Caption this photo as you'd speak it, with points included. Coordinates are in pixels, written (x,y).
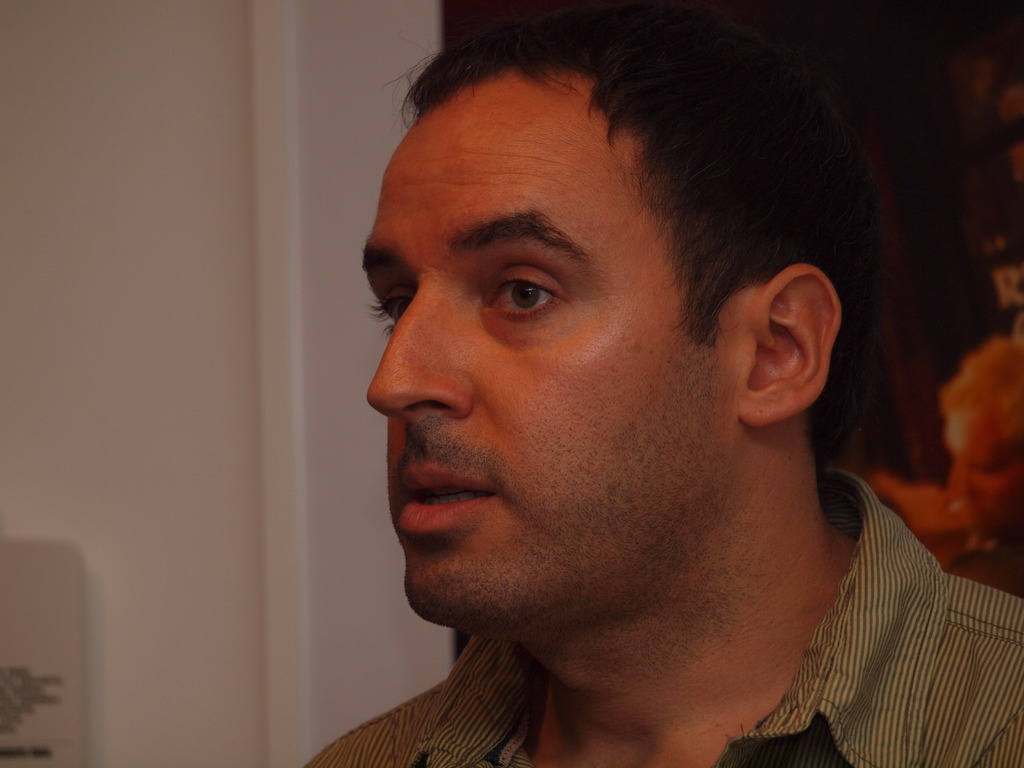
There is a person (464,520) wearing a shirt (819,717). In the back (147,264) there is a white wall (168,353) on the left side (164,398).
